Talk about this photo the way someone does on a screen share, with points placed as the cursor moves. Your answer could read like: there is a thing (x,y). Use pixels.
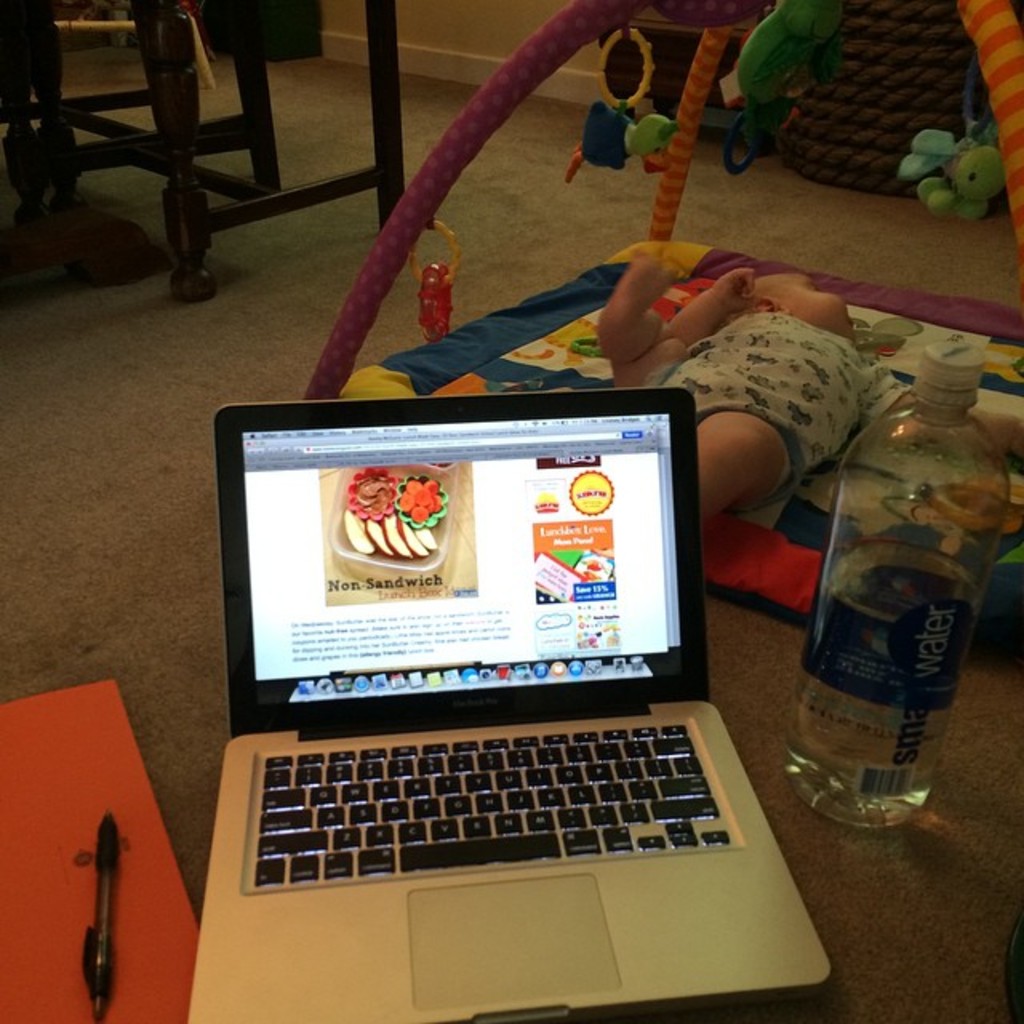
In this picture we can see a laptop (531,648), bottle (916,745) and a pen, beside to the bottle (875,667) we can find a baby (762,335) is laying on the mat (804,501), and also we can see few toys (957,147) and chairs (177,104).
